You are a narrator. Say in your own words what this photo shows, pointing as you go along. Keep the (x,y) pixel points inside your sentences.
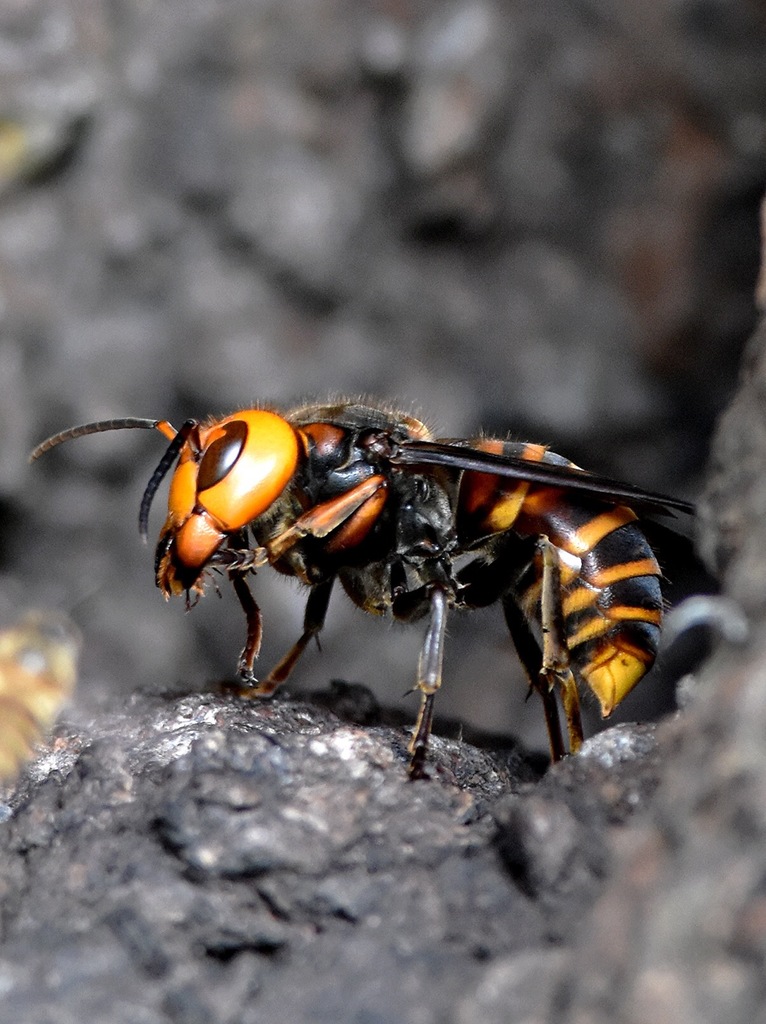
In this image we can see an insect (431,703) which is on the rock (450,887).
